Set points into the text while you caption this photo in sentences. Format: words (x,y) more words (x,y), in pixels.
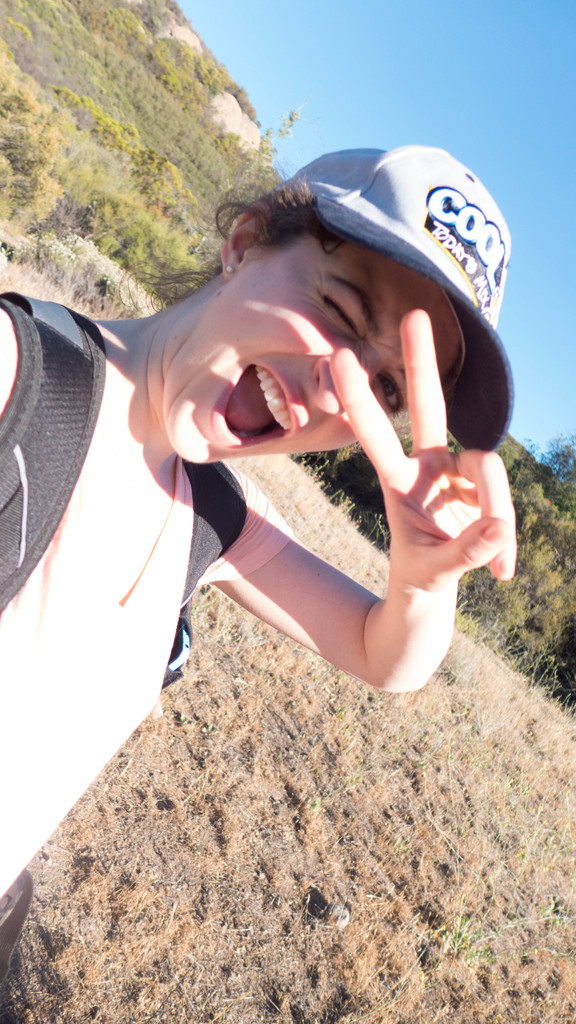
On the left side (63,409), there is a woman (111,546), wearing a cap (492,292) and showing a symbol (486,479) with a hand (388,507). On the right side (395,906), there is grass (271,964) on the ground (294,982). In the background (575,611), there are trees (571,603), plants (152,166) and grass (74,846) on the ground (74,854) and there is a blue sky (567,235).
